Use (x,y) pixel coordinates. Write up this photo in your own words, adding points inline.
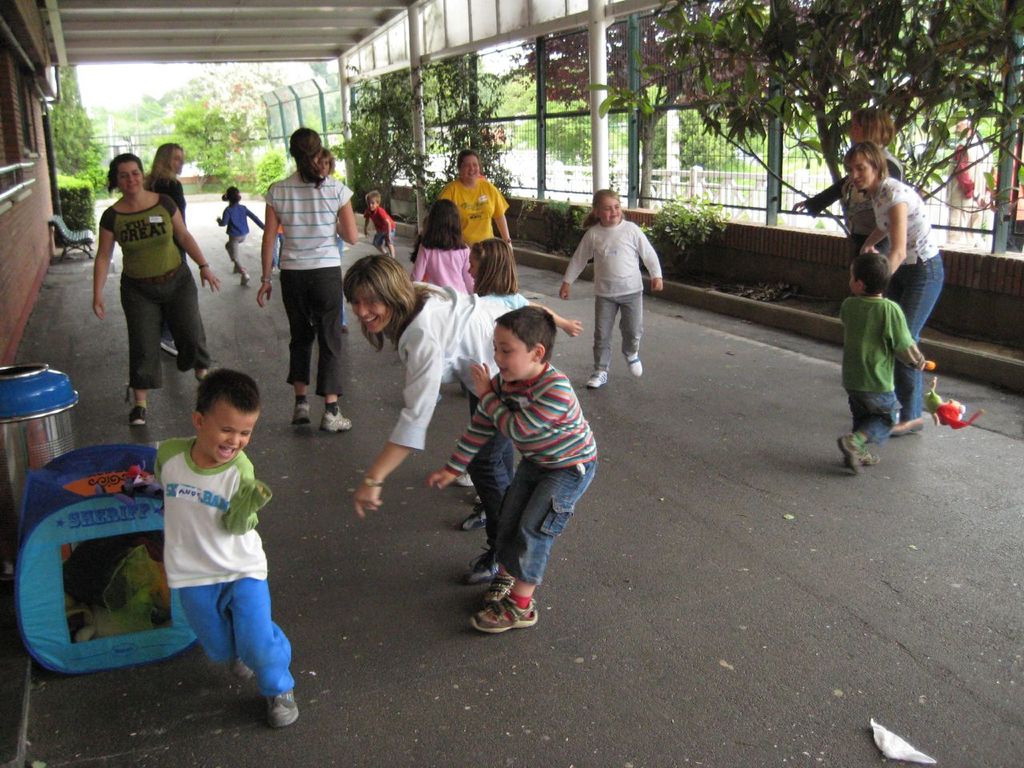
In this picture we can see some people (438,259) standing, on the left side (41,259) there is a house (12,246), in the background (205,144) we can see some plants (88,177) and trees (250,117), on the right side (925,150) there are grilles (789,197) and plants (786,85), on the left side (22,402) there is a bench (77,234) and a dustbin (31,414).
